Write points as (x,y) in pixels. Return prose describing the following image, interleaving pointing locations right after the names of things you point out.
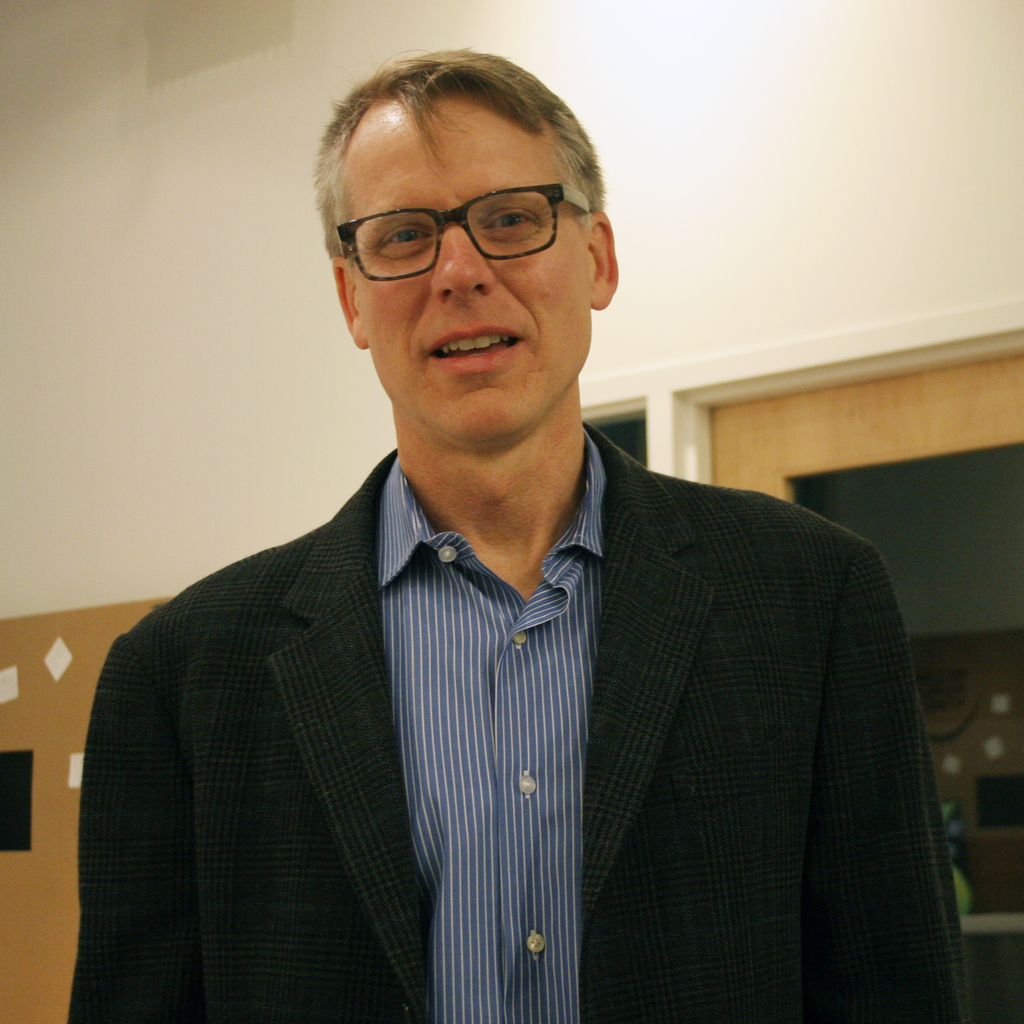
In the image there is a man (411,830) with black jacket (650,623) and blue shirt (516,652) with white lines (471,657). Behind him there is a wall (83,577) with windows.
